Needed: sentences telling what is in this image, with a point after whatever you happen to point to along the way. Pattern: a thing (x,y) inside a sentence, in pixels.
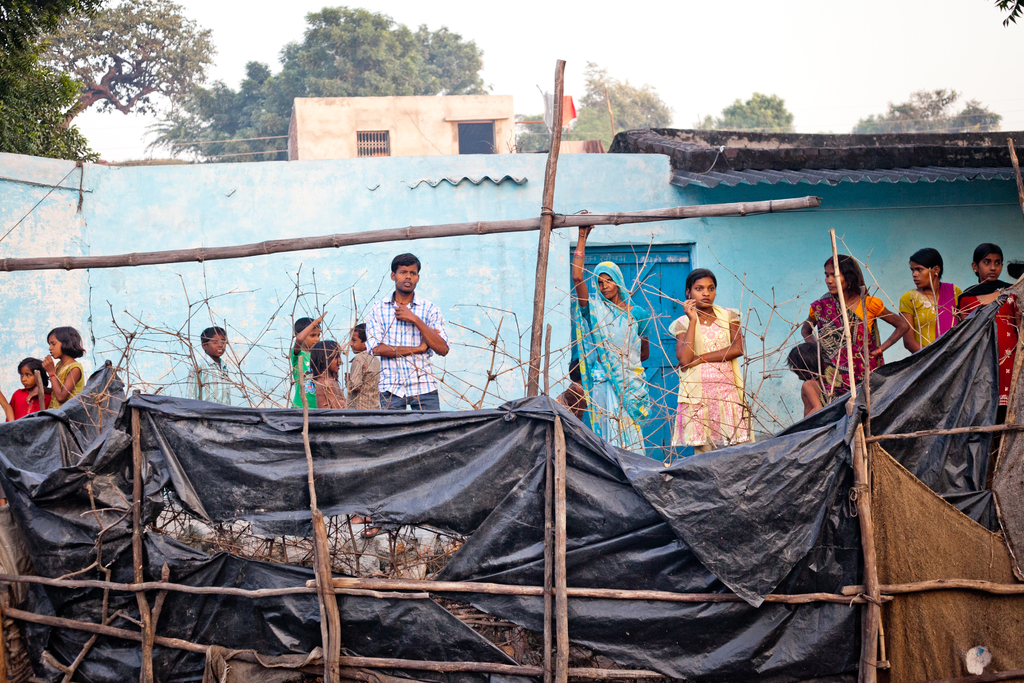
In the foreground (423,428), I can see a fence (547,524), plastic covers (634,484), bamboo sticks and a group of people (920,323) are standing on the road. In the background (880,271), I can see houses (468,379), buildings (79,168), trees (262,120) and the sky (796,93). This image taken, maybe during a day.
